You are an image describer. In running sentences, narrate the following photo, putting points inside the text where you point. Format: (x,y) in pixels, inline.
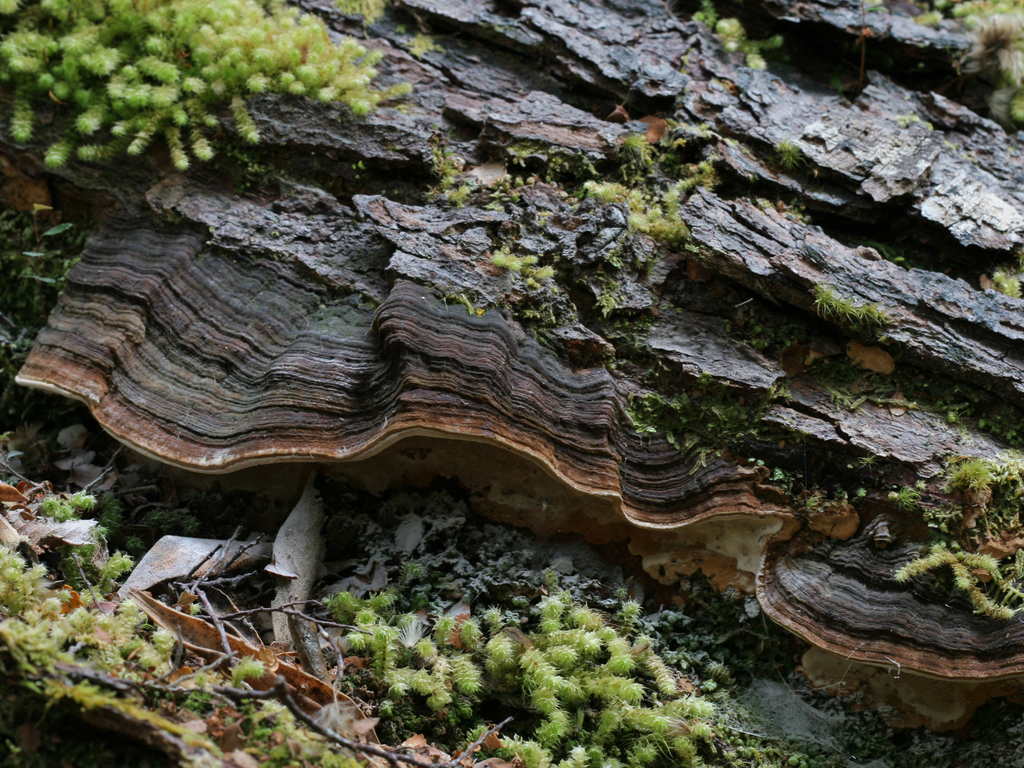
In this picture we can see tiny plants (233,103), twigs (314,662), dried leaves (152,615) and a wooden branch (428,139).
